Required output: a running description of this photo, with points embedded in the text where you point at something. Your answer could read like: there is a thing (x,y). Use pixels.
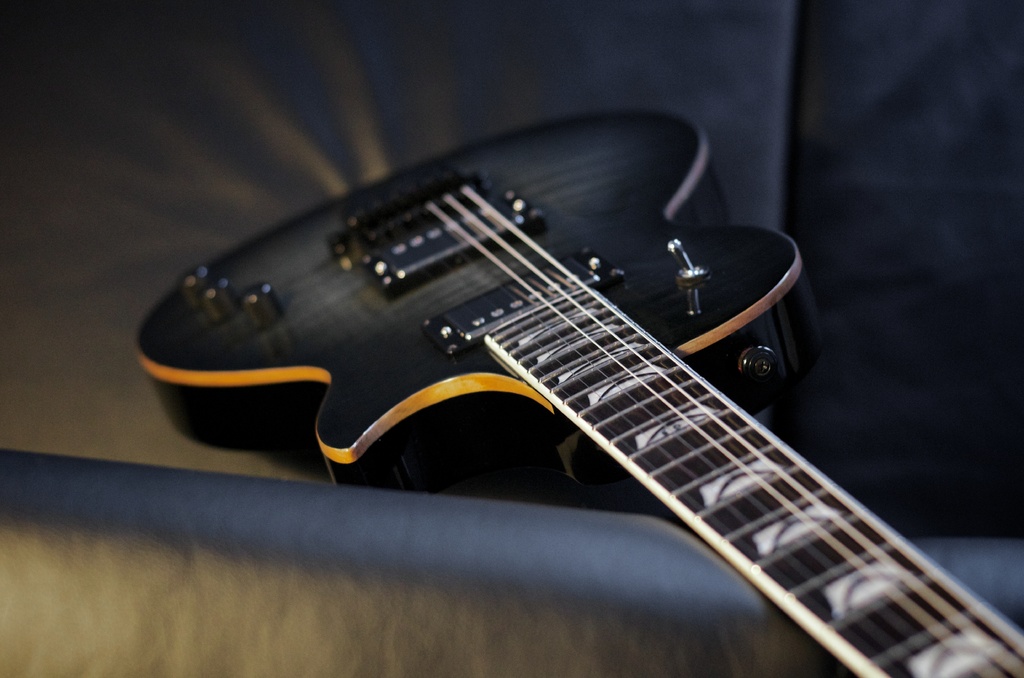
In the middle (568,302) there is a black beautiful guitar (572,329).
